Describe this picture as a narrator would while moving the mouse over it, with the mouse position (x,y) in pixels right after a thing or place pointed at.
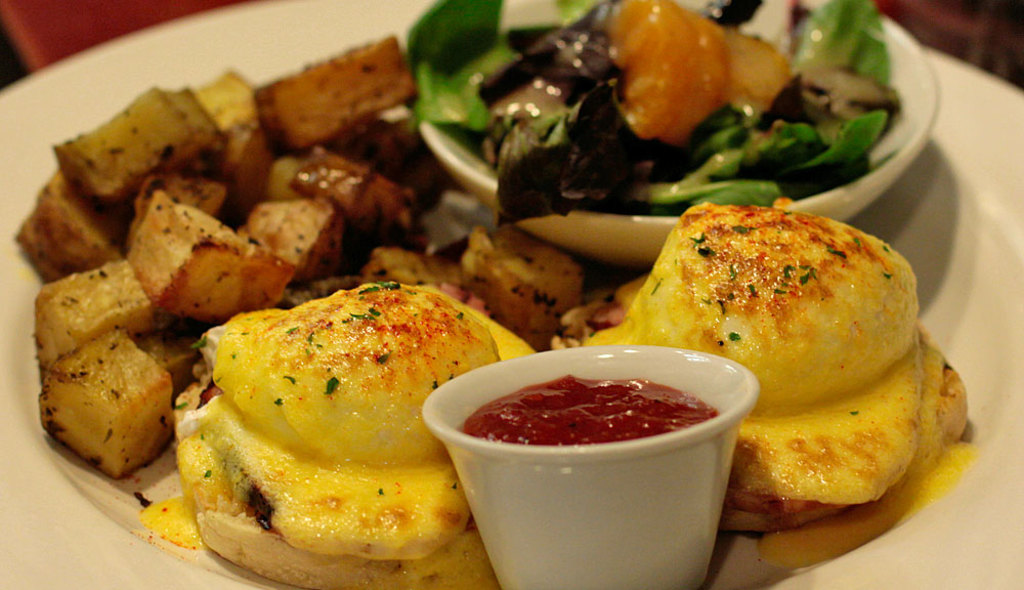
In this picture I can see food items (556,276) and cups (511,452) on white color plate (2,576).
